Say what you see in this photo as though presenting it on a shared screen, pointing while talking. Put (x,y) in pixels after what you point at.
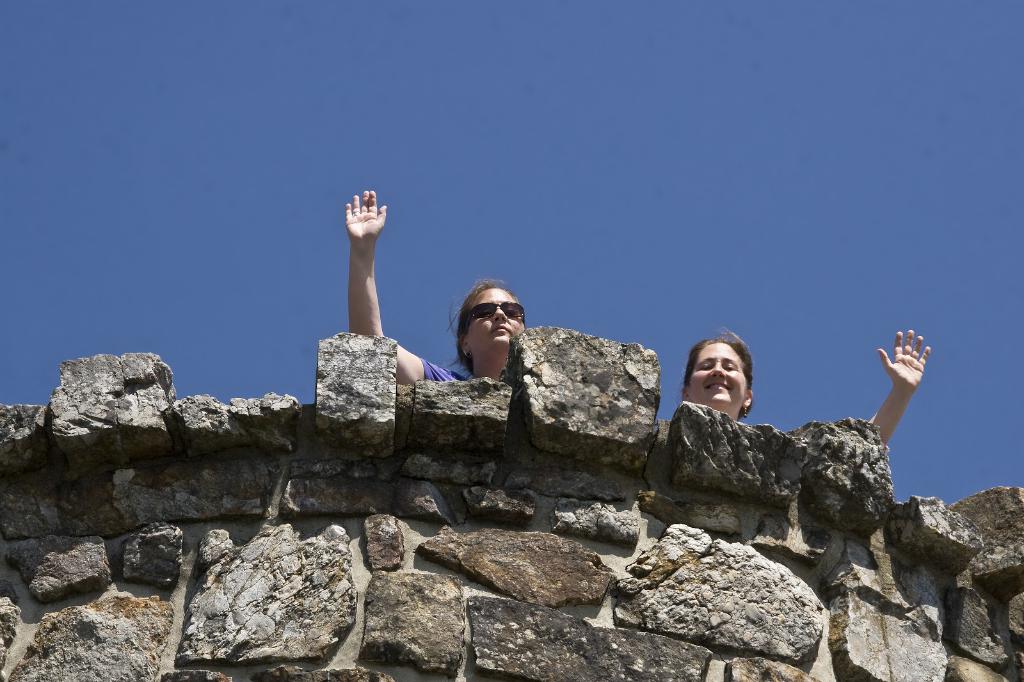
In the foreground (491,457) there is a stone wall (503,542). In the center (468,337) there are two women (722,384) raising hands (915,383). At the top (302,143) sky (793,132) is clear and it is sunny.
